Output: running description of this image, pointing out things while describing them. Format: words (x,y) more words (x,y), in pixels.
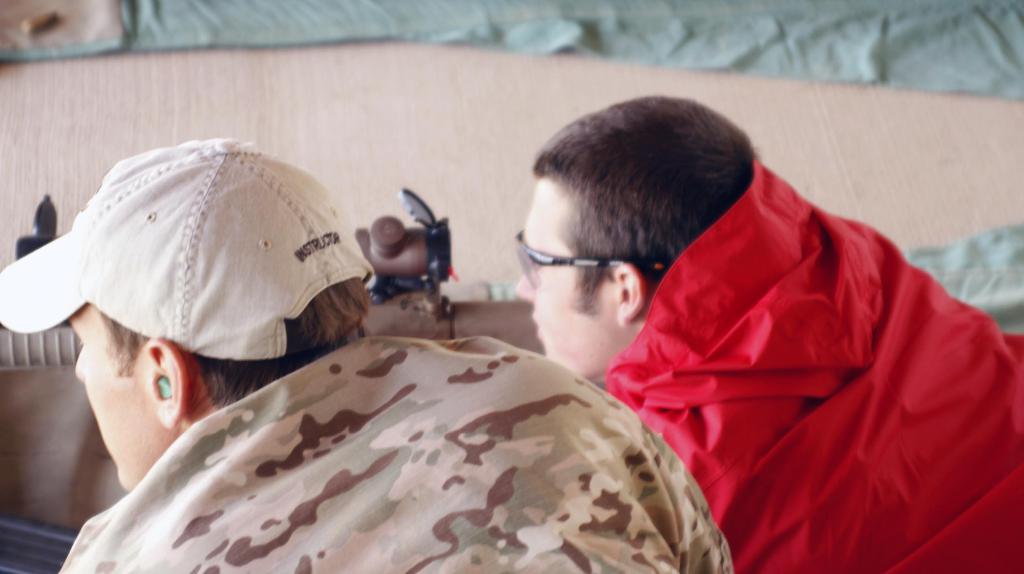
In this image there is a person (172,301) wearing a cap (196,319). Beside him there is a person (724,331) wearing goggles (530,263). Middle of the image (446,319) there is an object (400,236). Background (20,136) there is a wall (345,171). Top of the image (683,65) there is a cloth (795,55).
